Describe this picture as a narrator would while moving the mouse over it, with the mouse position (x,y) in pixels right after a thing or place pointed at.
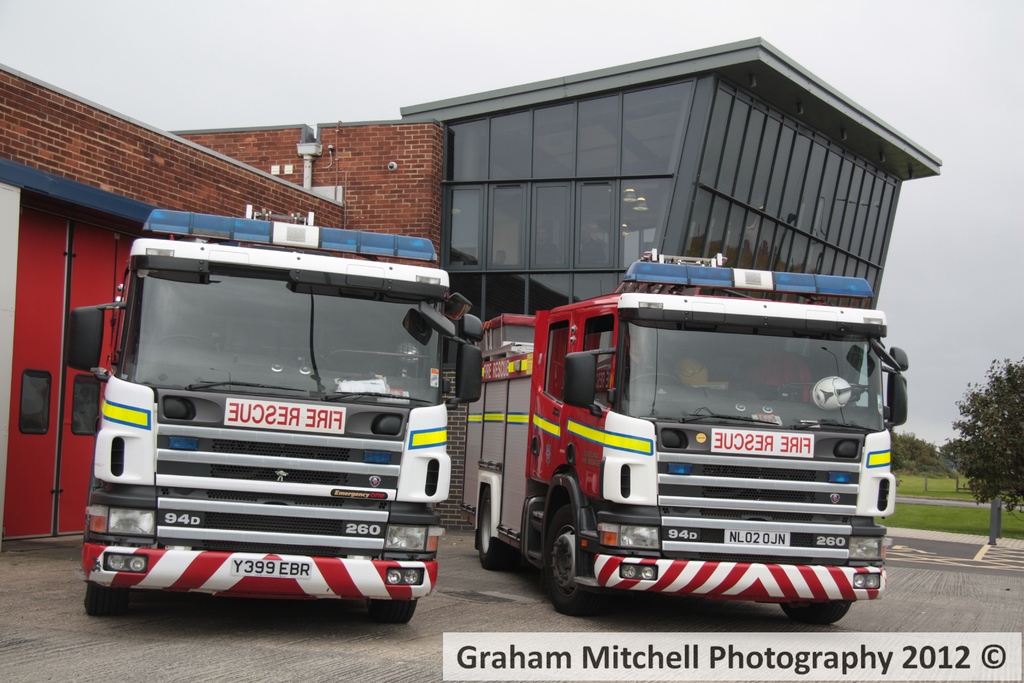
In the image there are two fire vehicles (361,428) on the road (898,578) with a building (403,204) behind it, on the right side (959,408) there are trees (961,465) on the grassland (961,511) and above its sky (408,48).
